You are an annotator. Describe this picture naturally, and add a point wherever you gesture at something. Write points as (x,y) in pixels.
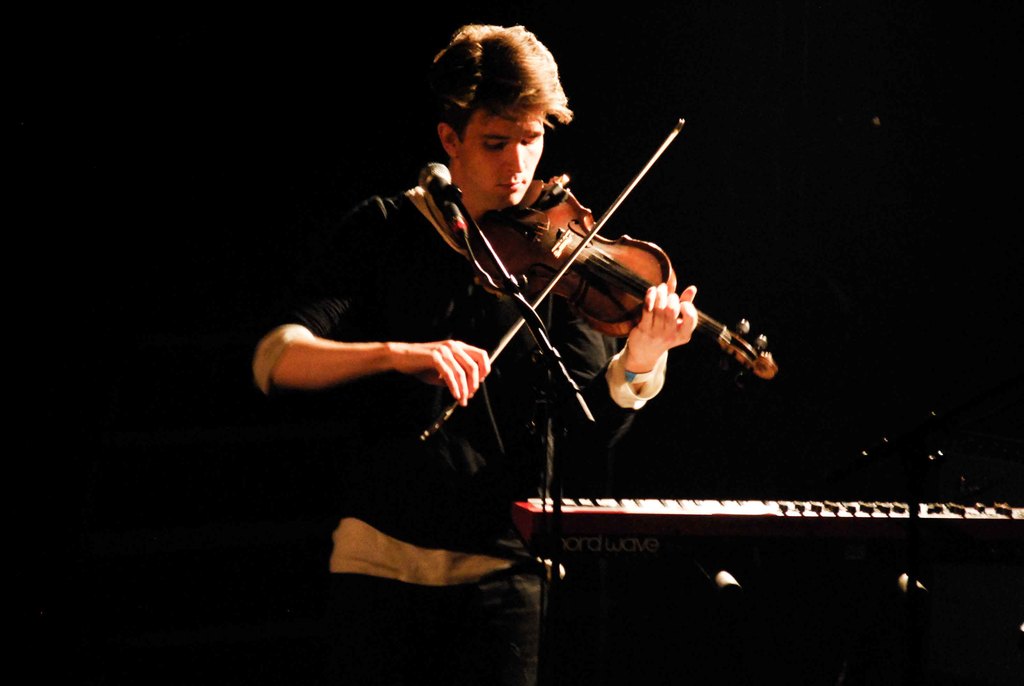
Here a person (524,355) is playing violin (539,268) behind microphone (513,275) and there is also a musical instrument (738,538) on the right (816,554).
